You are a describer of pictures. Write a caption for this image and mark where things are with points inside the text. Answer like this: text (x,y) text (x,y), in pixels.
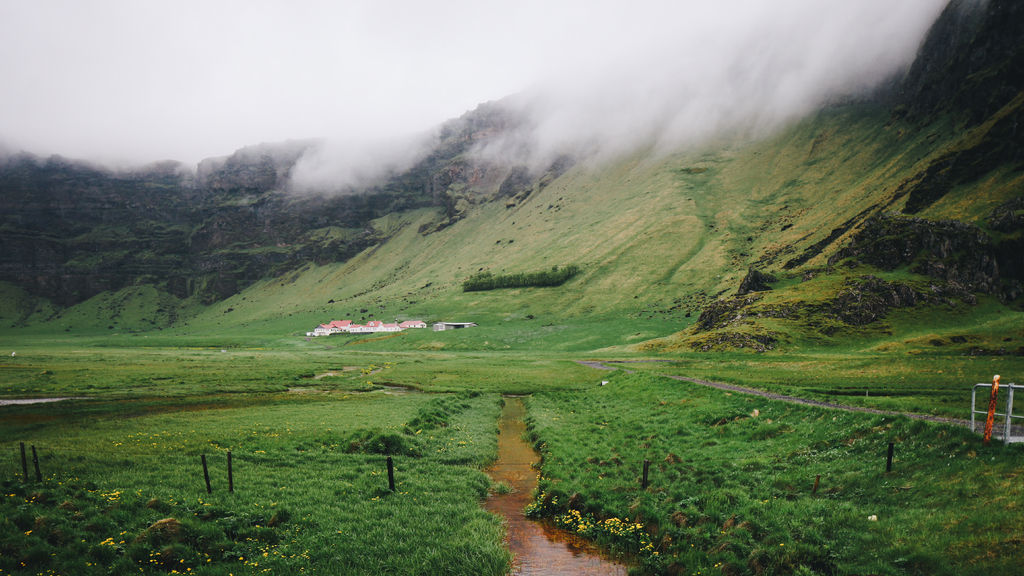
In the center of the image (678,210) we can see the sky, smoky, hills (501,235), grass (706,431), buildings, water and plants (368,496) with flowers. On the right side of the image (973,398), there is a fence (971,418) and one object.
